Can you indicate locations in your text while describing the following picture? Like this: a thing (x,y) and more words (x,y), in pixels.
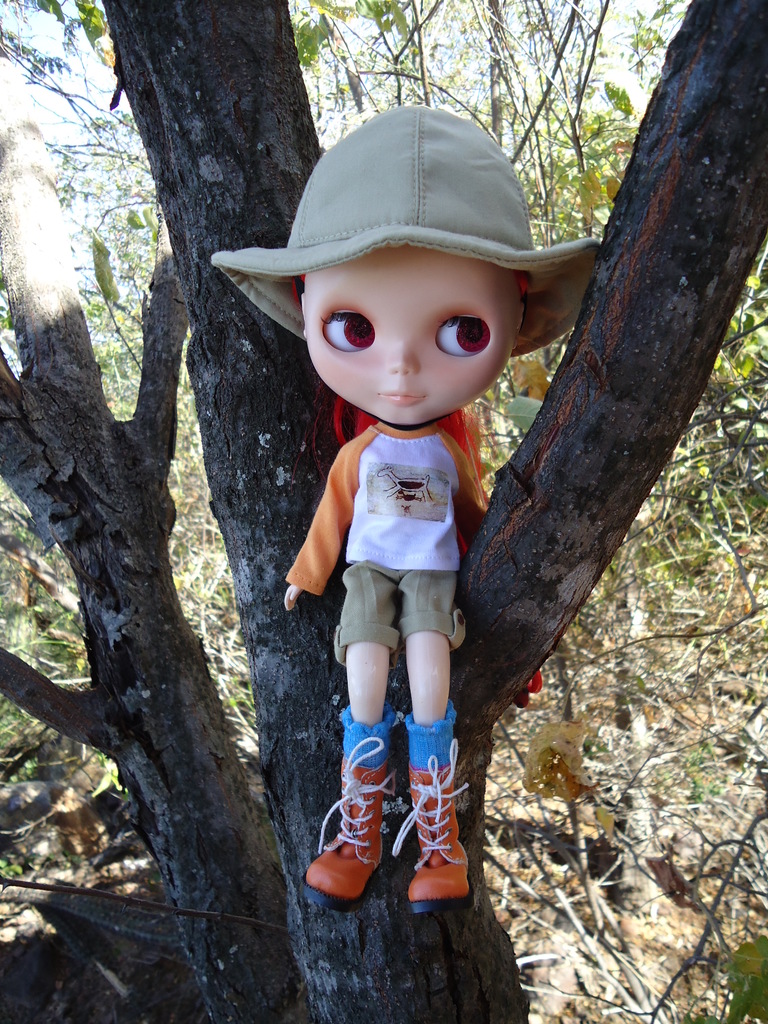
This image consists of a doll (430,301). To which there is a T-shirt (411,525) and a hat (456,246) along with the boots (464,899). It is on the tree (467,559). In the background (732,789), there are many trees (52,331) and plants (624,626). At the top (23,20), there is sky (36,107).
